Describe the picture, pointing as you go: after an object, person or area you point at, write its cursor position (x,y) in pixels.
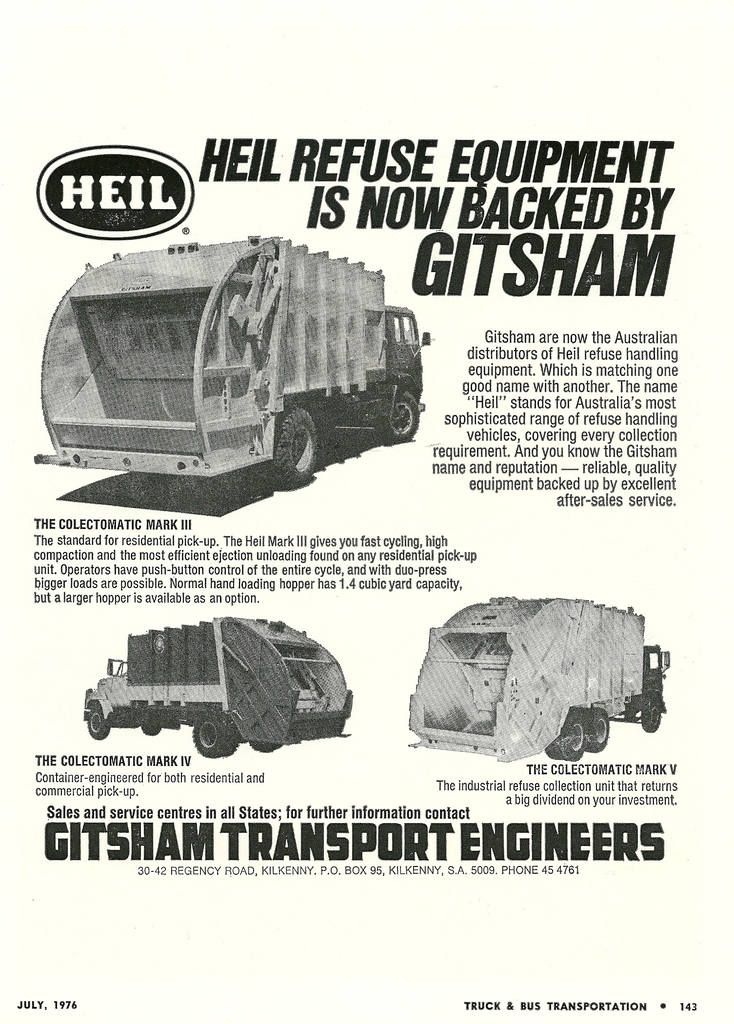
Here I can see a poster (280,411). On this poster (418,484) there is some text (321,582) and few images (284,685) of vehicles (138,450).
